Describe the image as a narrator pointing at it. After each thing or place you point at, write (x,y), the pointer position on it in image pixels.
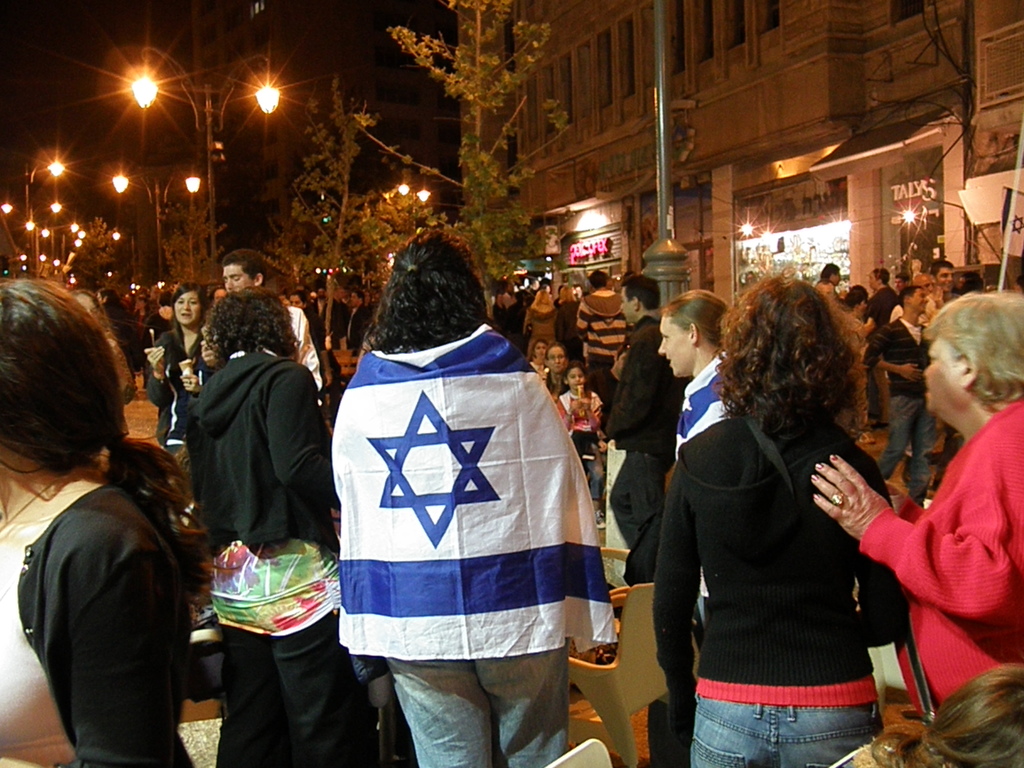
In this image there are people (105,656) standing. In the background (932,114) there are buildings (694,139), poles (193,90), lights (269,98), trees (329,124) and sky (22,149). There are stores (688,242).
